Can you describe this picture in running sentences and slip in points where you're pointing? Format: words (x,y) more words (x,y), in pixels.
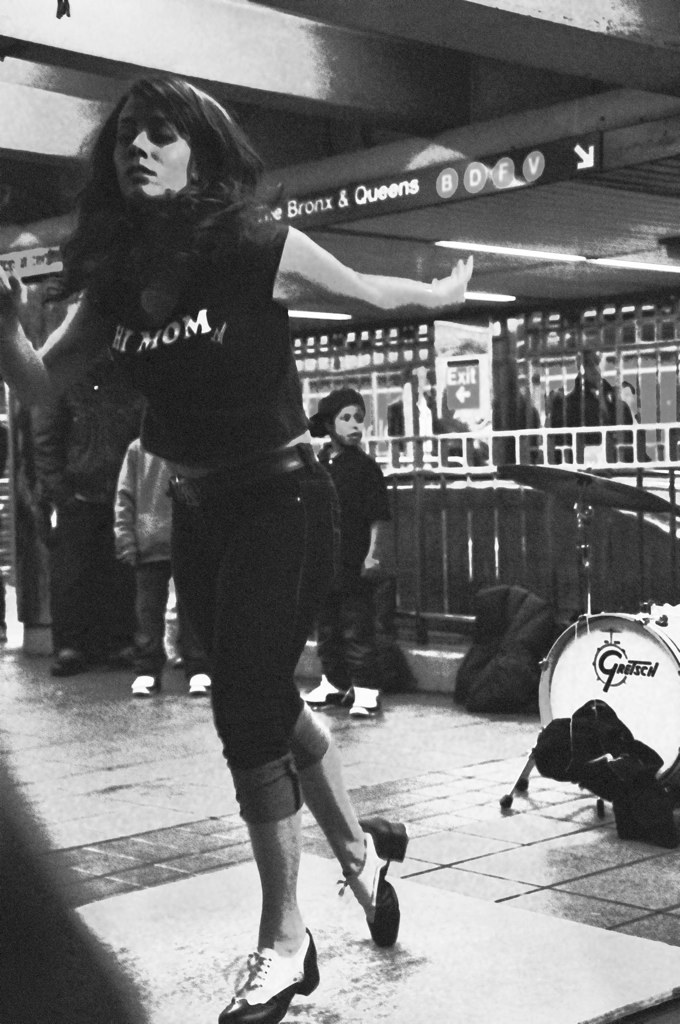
There are some musical instruments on right side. And in the foreground (258,345) there is a lady (260,353) wearing black t-shirt (254,378) and black short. There is exit sign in the background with some text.
